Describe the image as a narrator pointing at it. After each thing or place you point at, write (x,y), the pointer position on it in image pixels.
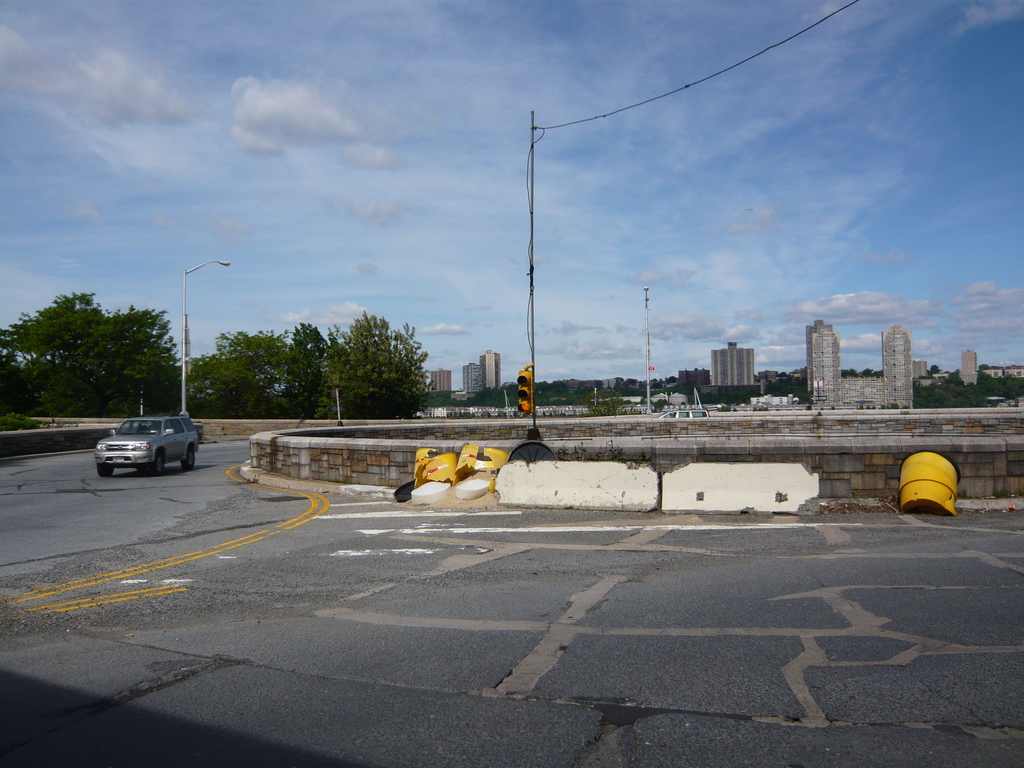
In the image we can see a vehicle (150,425) on the road (165,524). There are the objects (693,508), trees (304,365), light pole (186,316), buildings (487,374) and a cloudy sky (624,179). This is a signal pole (535,378).
